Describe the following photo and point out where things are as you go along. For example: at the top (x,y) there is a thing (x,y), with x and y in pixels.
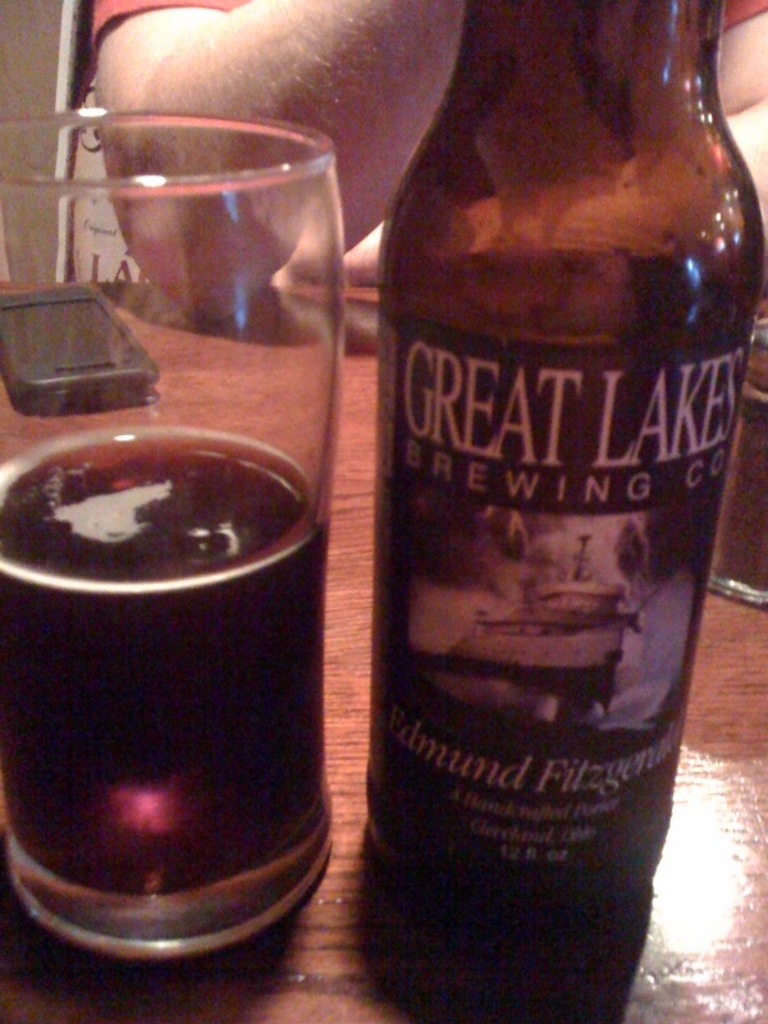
In the image there is a person (355,6) keeping his hand (364,260) on table (373,451). On table (338,537) we can see a glass (234,496) with some drink (176,669) and a bottle (527,476) on which it is labelled as 'GREAT LAKES',mobile (117,372).
